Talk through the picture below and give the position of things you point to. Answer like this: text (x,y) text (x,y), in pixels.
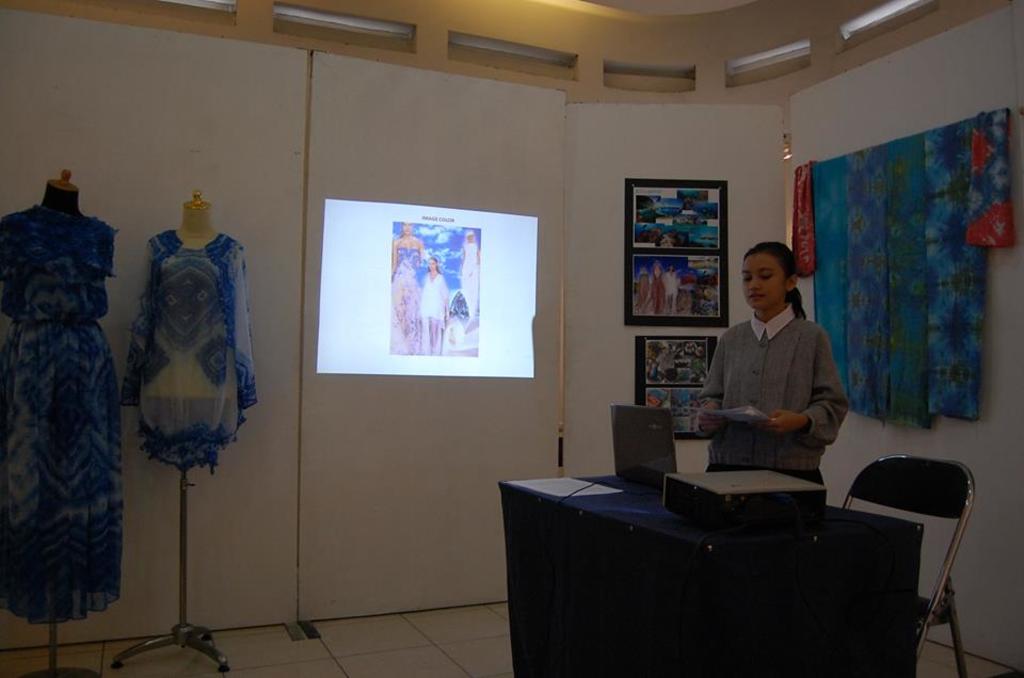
We can able to see a screen (436,261) on wall (453,150). On wall (438,160) there are different type of photos (676,308). These are clothes (972,295). This woman (782,426) is standing and holding a paper (742,415). In-front of this woman (749,385) there is a table (694,567), on a table (704,567) there is a device (763,504) and laptop (646,444). This is chair (948,488).
